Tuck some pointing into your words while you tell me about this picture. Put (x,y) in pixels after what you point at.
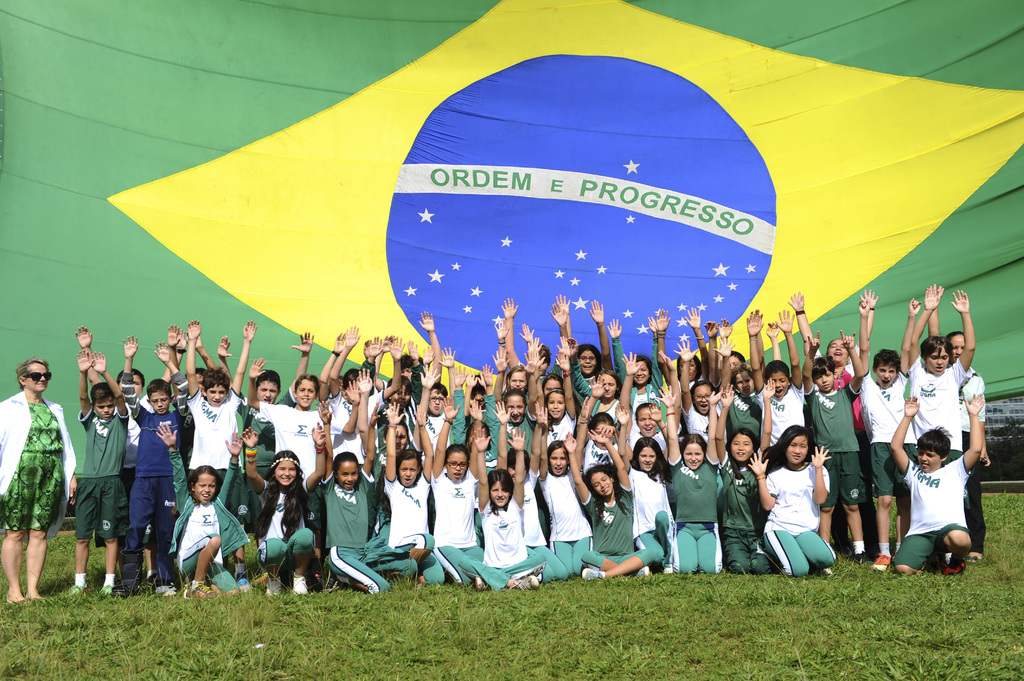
In this picture I can see few people (721,368) are standing and few people (404,549) are seated and raising their hands (221,349) and I can see a woman (29,438) standing on the side and I can see a flag (540,194) in the back (408,89) and I can see grass (613,590) on the ground (169,606).
